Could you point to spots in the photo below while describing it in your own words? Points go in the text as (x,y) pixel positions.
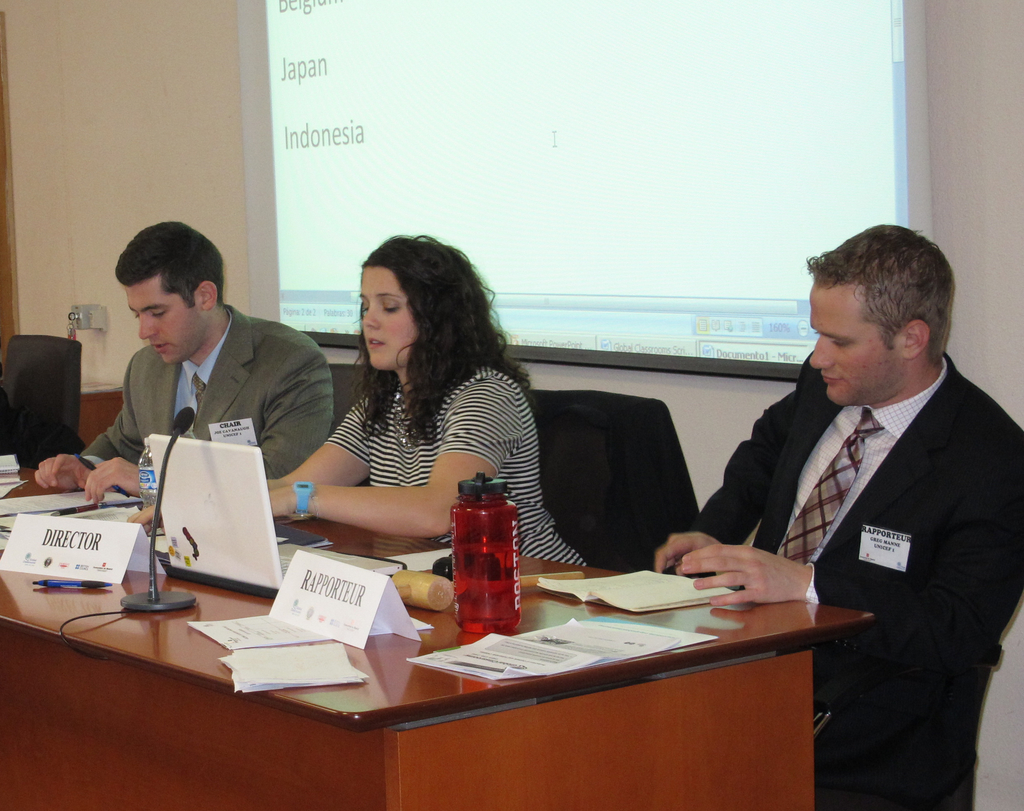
In this image, there is an inside view of a room (145,187). There are three persons (822,417) sitting on chairs (635,481) in front of the table (287,704). This table (240,610) contains laptop (180,539), mic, bottles (482,529), book (577,598), pen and some papers (20,484). There is a screen (492,101) at the top of the image (480,118).
